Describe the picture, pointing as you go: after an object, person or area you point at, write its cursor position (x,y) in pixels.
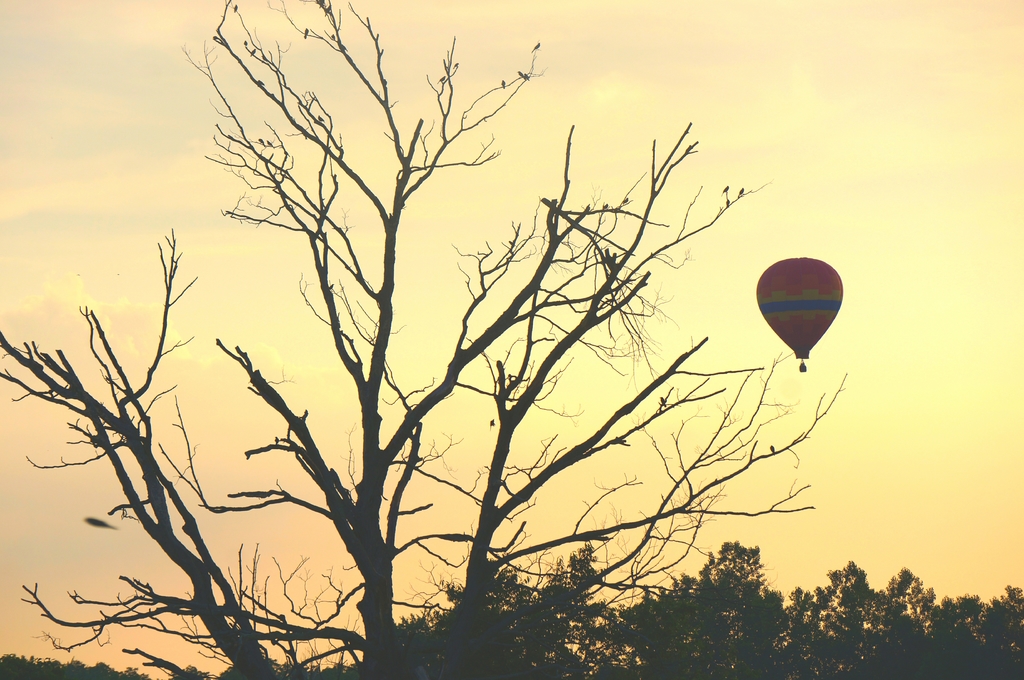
In this picture we can see birds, trees (724,564) and hot air balloon (786,299) in the air (788,152). In the background of the image (765,160) we can see the sky (284,139).
